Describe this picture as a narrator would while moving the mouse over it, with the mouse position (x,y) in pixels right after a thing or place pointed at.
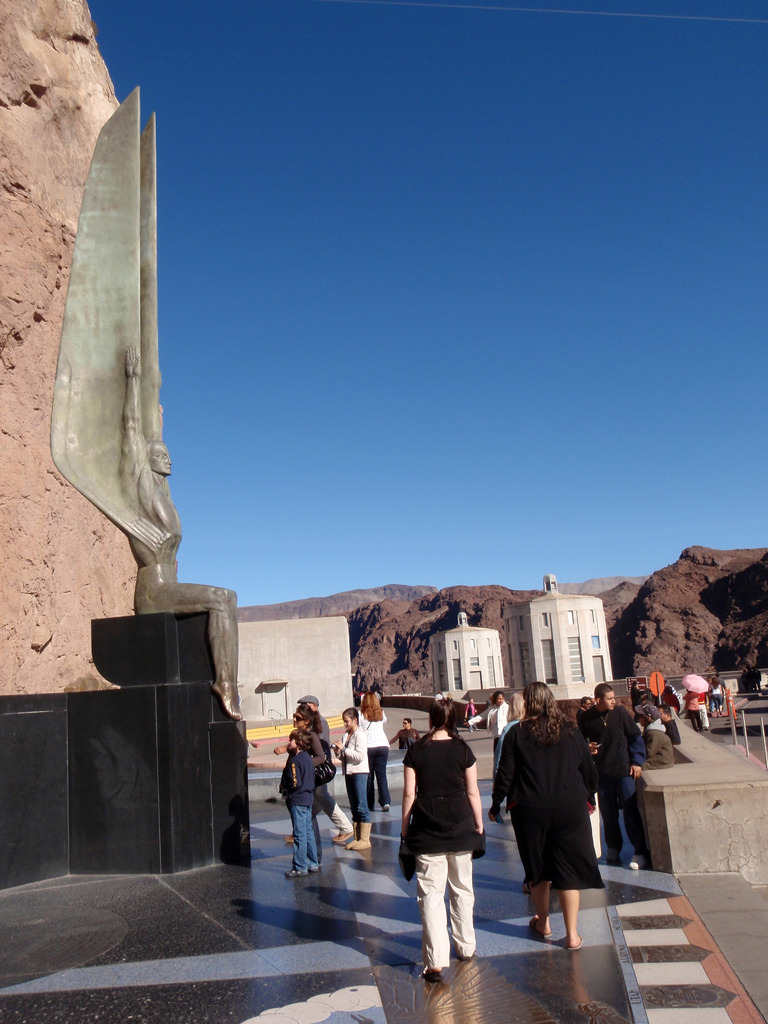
This image is taken outdoors. At the bottom of the image (284,962) there is a floor (310,924). At the top of the image (384,139) there is a sky (513,531). On the left side of the image (6,208) there is a rock (61,542) and there is a statue (165,584). In the background (758,573) there are a few rocks (496,621) and architecture (451,655). A few people (596,723) are standing on the floor (492,794) and a few (463,809) are walking on the floor (491,760) and there is a signboard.
